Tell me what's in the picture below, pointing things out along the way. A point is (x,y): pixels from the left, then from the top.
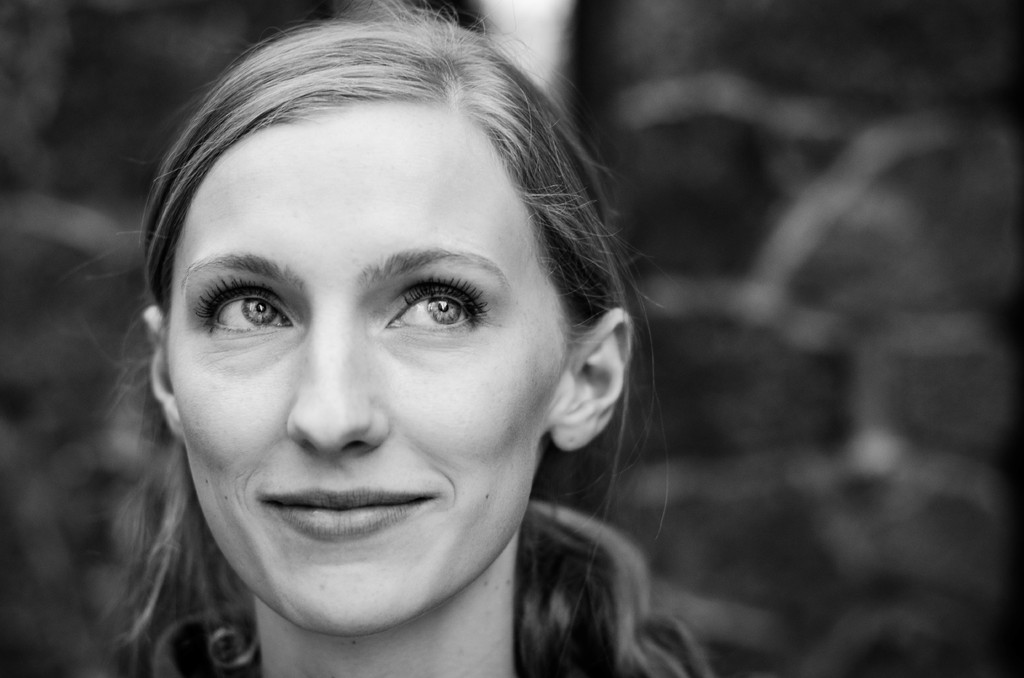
This is a black and white image. We can see a lady (598,630) and the background (968,458) is blurred.
